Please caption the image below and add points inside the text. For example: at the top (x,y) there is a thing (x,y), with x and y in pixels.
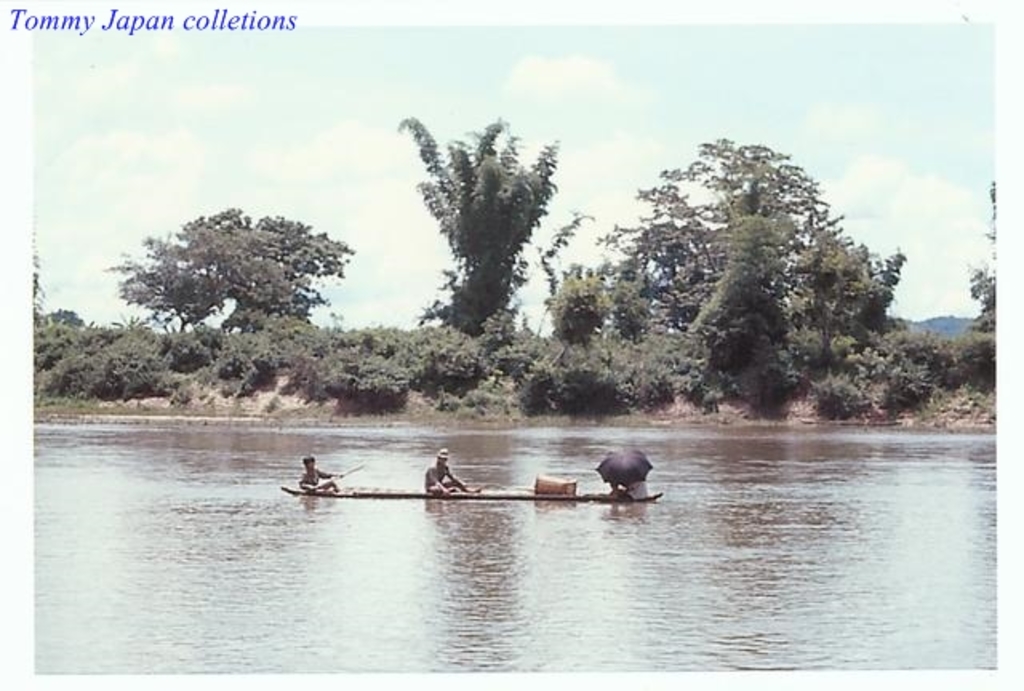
In this picture I can see few people (436,486) sitting in the boat (491,491) and a human (638,486) holding umbrella (632,471) and I can see water (116,643), trees (439,372) and a blue cloudy sky (573,121) and text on the top left corner of the picture (286,17).
